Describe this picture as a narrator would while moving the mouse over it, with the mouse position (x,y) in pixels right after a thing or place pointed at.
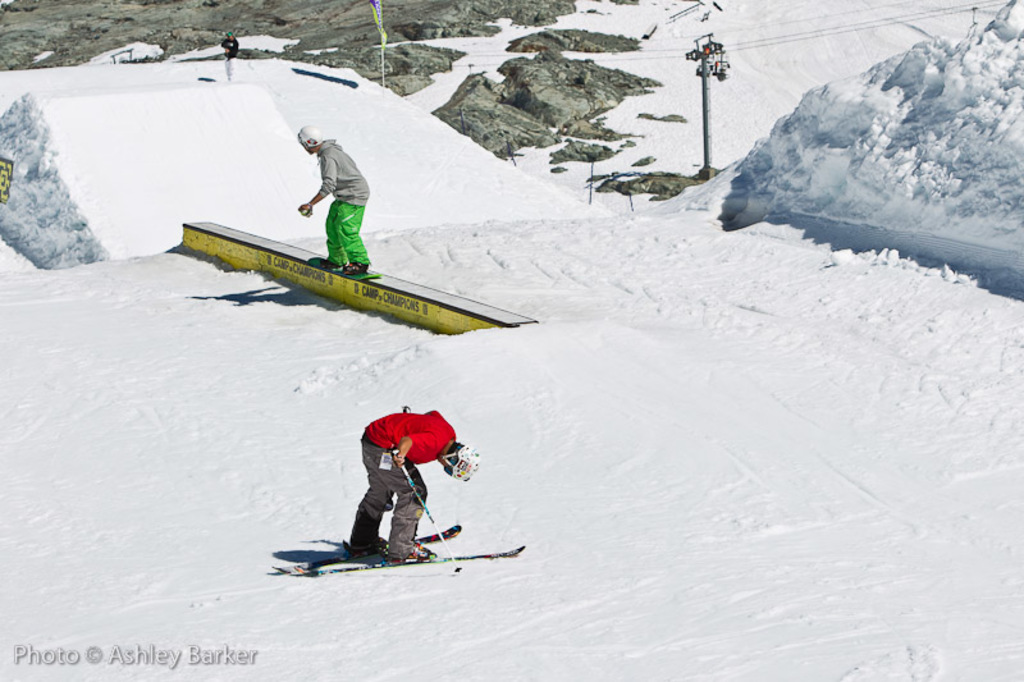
In this image I can see the person (380,544) with the ski board (357,569). He is wearing the red and grey color dress (388,487) and also helmet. And also the person (410,522) holding the sticks (429,516). In the back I can see the two people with different color dresses (358,257). These people (230,76) are on the snow (553,512). To the right (703,117) I can see the pole (696,72). In the background (346,52) there is a rock (353,52).
